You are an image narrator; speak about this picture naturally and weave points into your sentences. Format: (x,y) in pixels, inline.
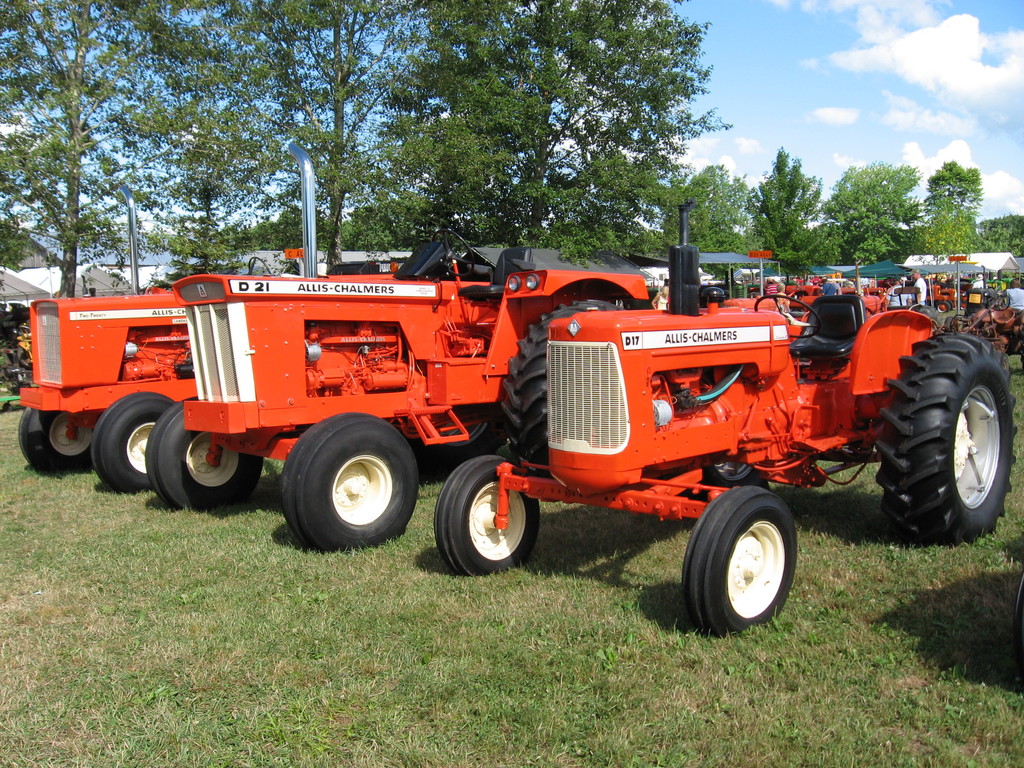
In this picture, we can see a few vehicles (712,524), a few people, sheds (46,296), ground (585,585) with grass (85,592), trees (401,162) and the sky (839,91) with clouds (939,104).
